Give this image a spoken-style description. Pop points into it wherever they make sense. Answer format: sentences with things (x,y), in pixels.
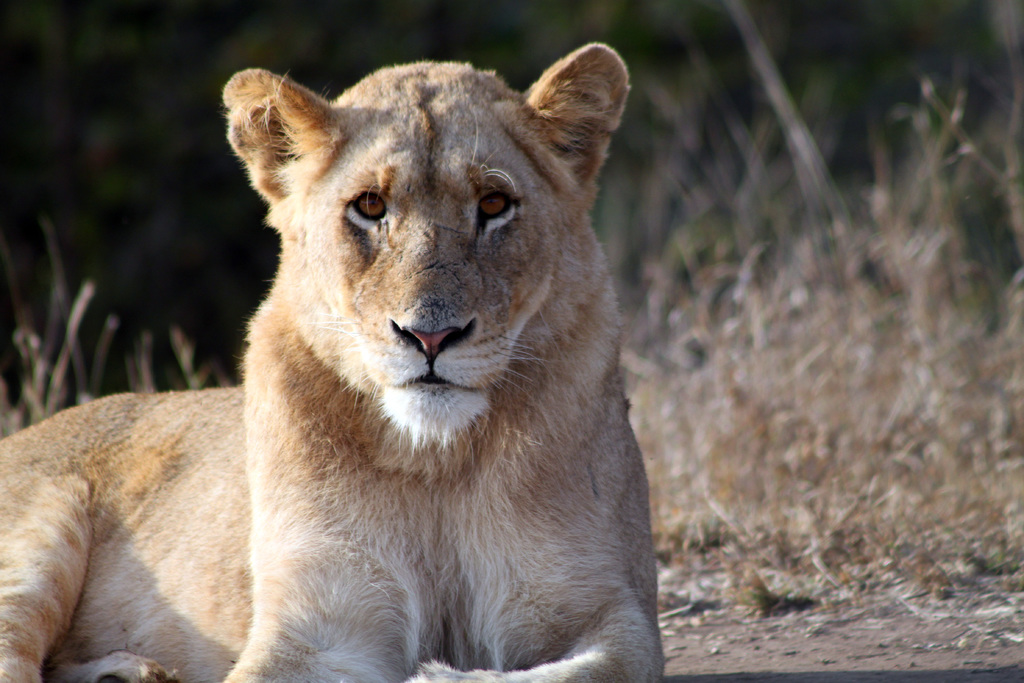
In this image, I can see the lion (241,560) sitting on the ground (688,652). In the background (696,500), that looks like a dried grass (900,420).
